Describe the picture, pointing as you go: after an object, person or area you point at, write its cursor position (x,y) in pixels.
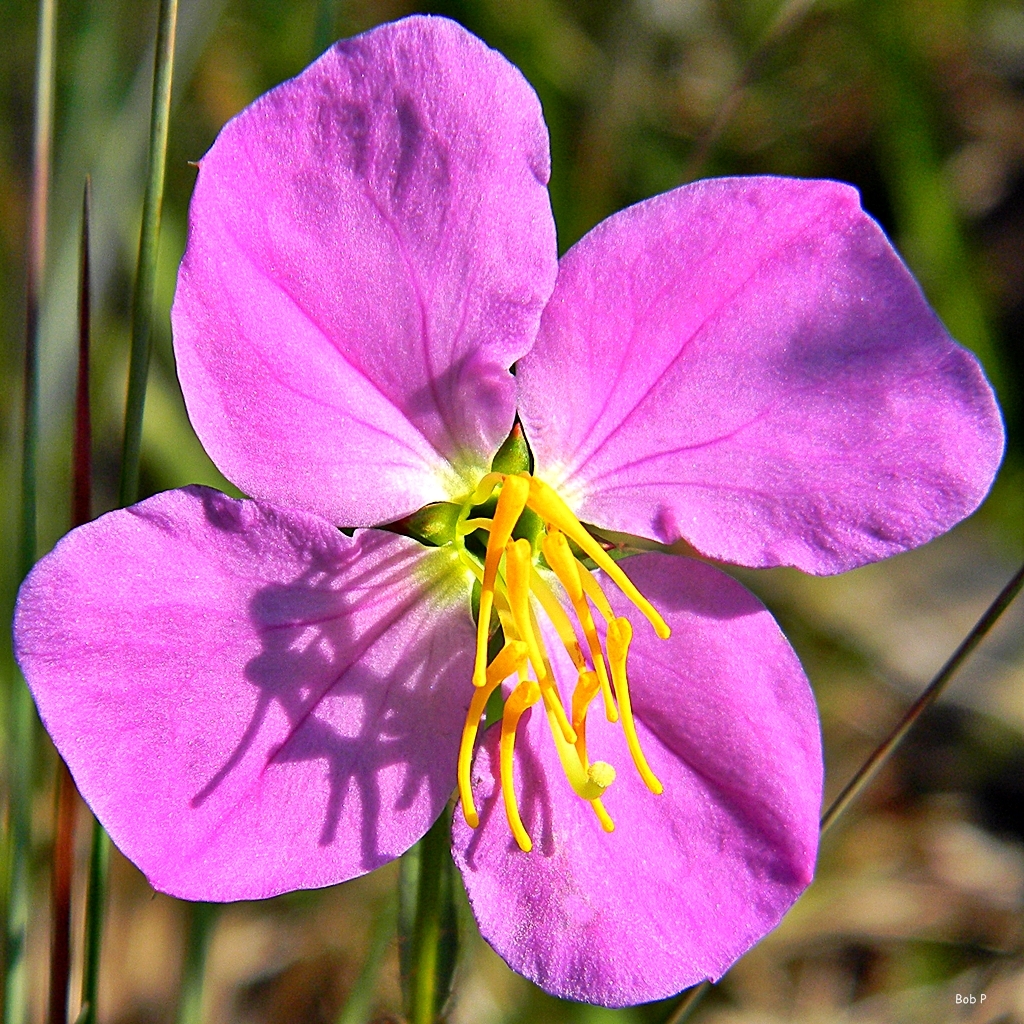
In this image, I can see a flower (679,515), which is violet in color. The background (897,952) looks blurry. At the bottom right corner of the image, I can see the watermark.
